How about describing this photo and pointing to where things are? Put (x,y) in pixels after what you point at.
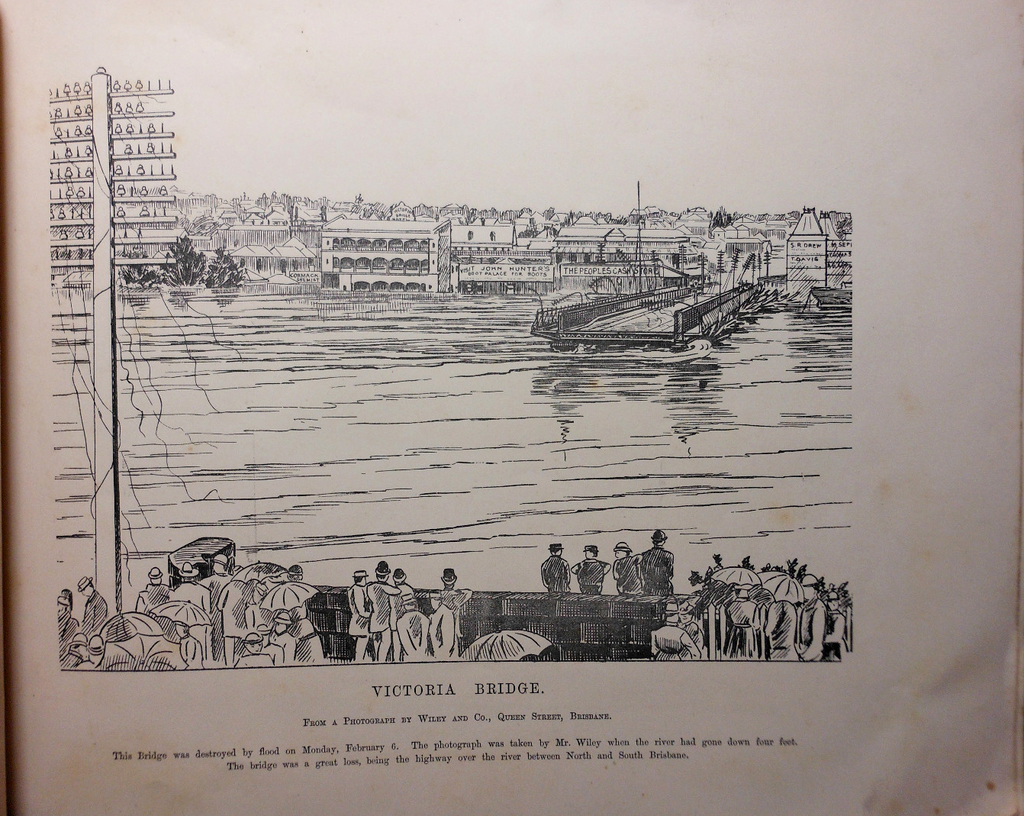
In this image we can see a paper (700,606). In the center of the image (431,459) there is a river (635,375) and we can see a broken bridge (707,334) on the river (642,427). In the background (278,245) there are buildings (436,263). At the bottom (243,637) there are people (790,631) standing and we can see umbrellas (114,639) and a pole (104,548).
